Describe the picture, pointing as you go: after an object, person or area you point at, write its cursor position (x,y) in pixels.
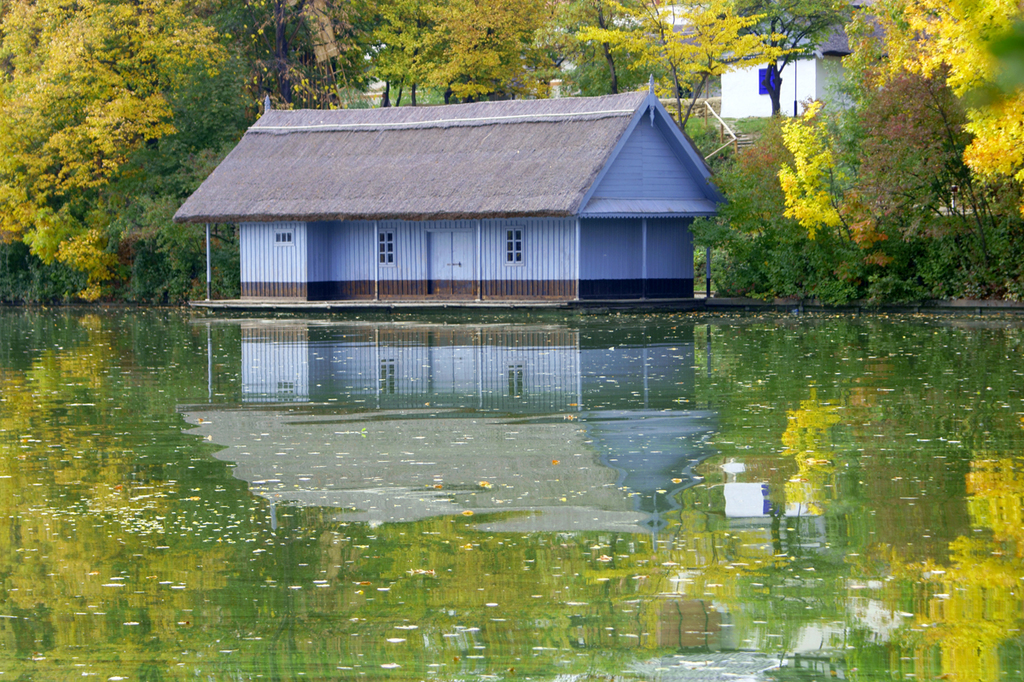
In this picture there is water (383,348) at the bottom side of the image (513,507) and there is a house (481,107) in the center of the image (393,272) and there are houses (727,72) and flower trees (499,88) in the background area of the image (435,81).
